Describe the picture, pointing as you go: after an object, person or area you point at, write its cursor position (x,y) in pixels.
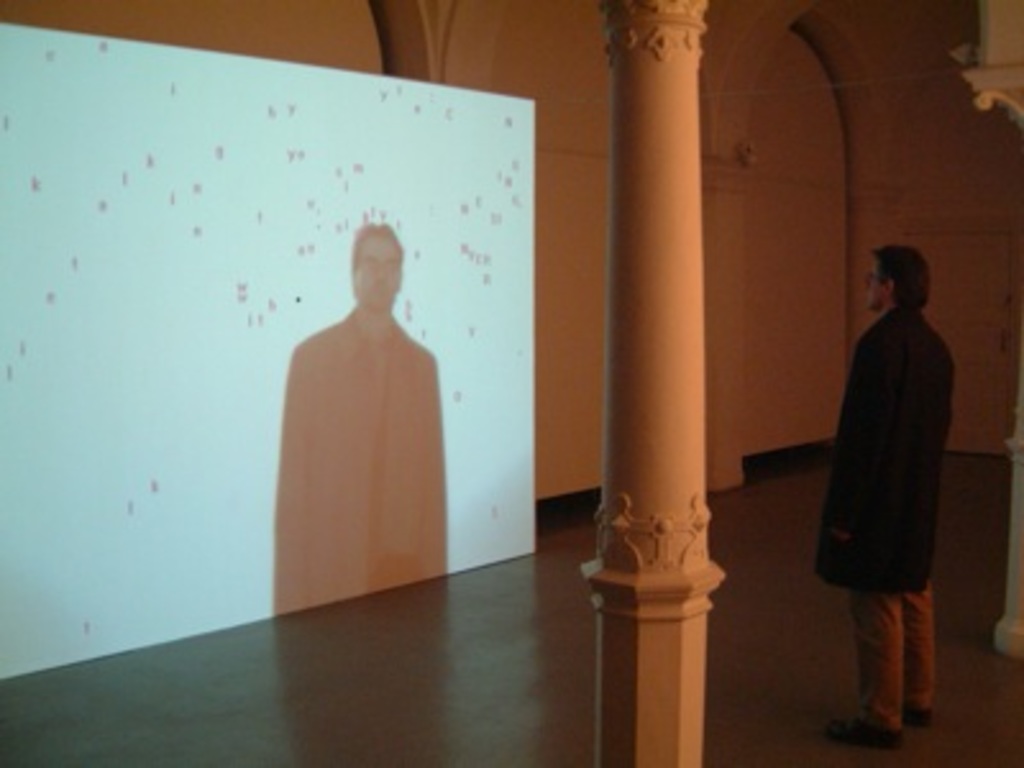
In this image we can see the projector display (435,322), man (876,646) standing on the floor (795,534), walls (755,208), pillars (655,148) and arches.
